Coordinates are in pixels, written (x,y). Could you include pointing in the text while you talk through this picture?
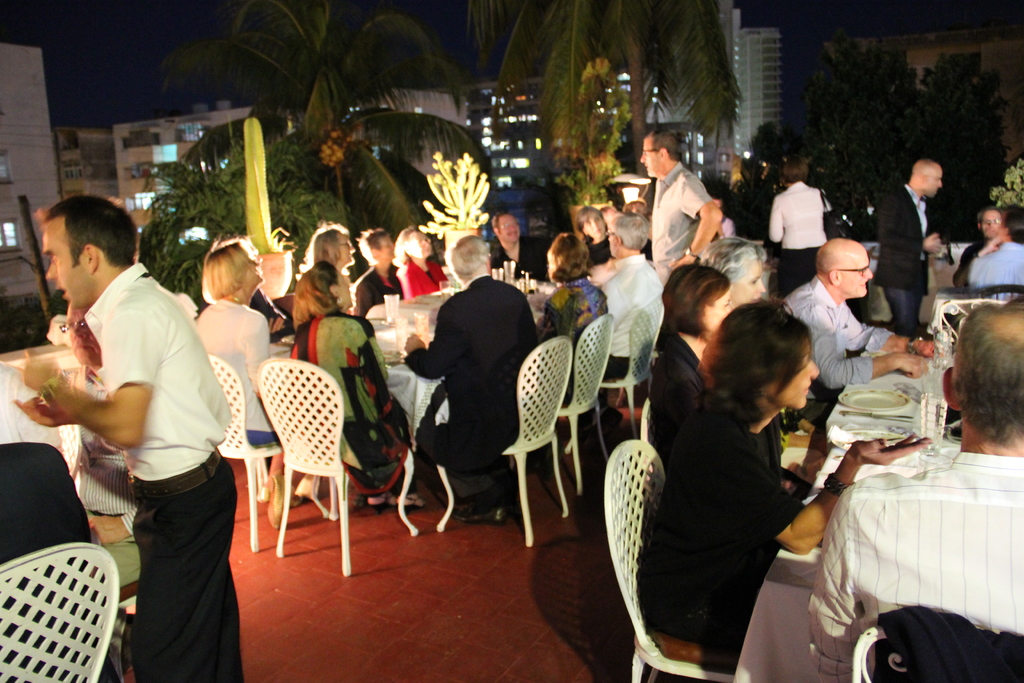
Few persons (990,523) sitting on the chair (600,408). These person (203,376) are standing. We can see chairs (595,361) and table (912,466). On the table (918,428) we can see plate (869,408), glass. On the background (412,148) we can see buildings (65,143), trees (620,124). This is floor (329,594).
